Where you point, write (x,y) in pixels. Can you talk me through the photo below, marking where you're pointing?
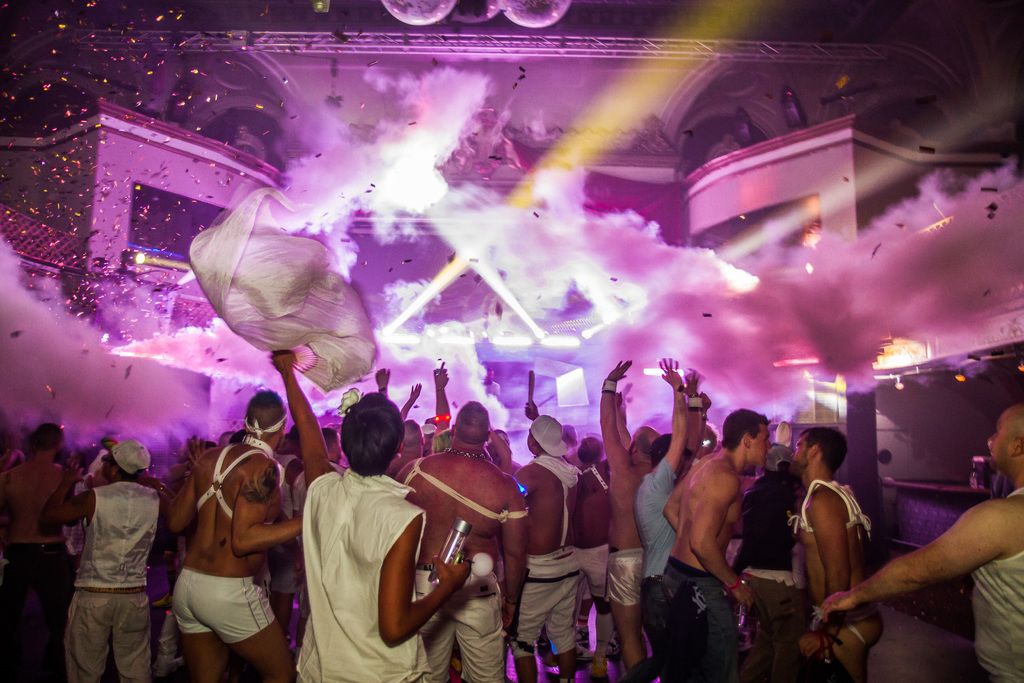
In the image there are many people (428,548) in the front (428,548) in white dress (343,546) dancing and in the back (838,209) there is a building (220,125) with lights (549,346) and purple smoke (552,259) all over the place.
